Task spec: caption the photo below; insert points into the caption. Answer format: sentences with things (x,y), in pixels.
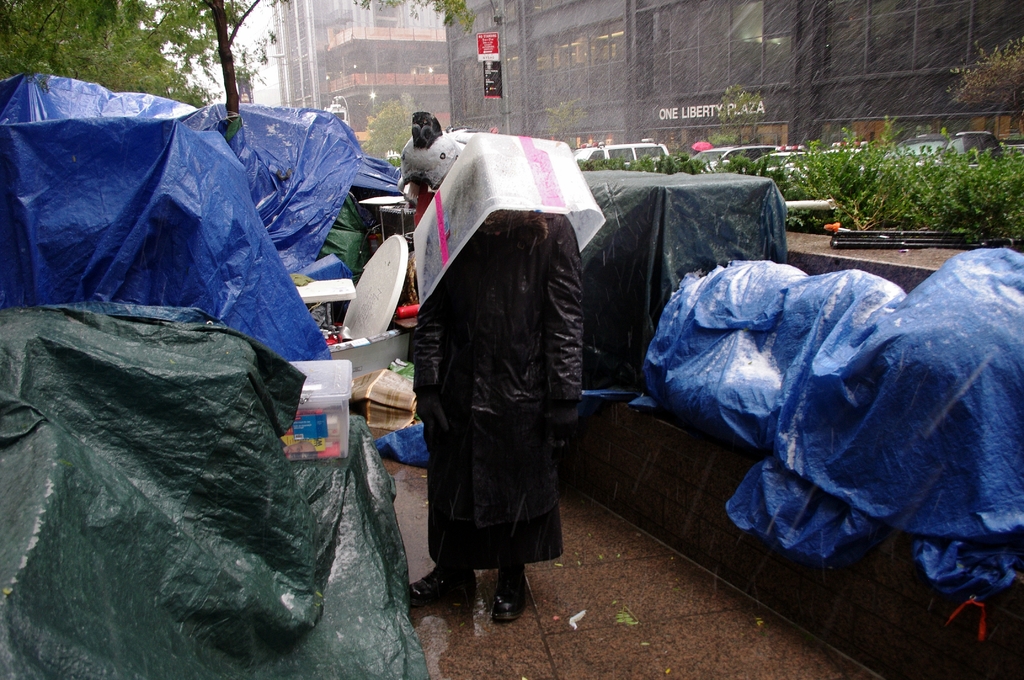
In this picture we can see buildings (575,38), trees (394,4), plants (909,183), boards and few objects (279,248). It is raining. We can see few objects (997,382) are covered with the help of waterproof tarpaulins (254,157). We can see a person (563,254) wearing a raincoat (544,321) and standing on the pathway (586,647). We can see an object (524,183) on a person's head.
